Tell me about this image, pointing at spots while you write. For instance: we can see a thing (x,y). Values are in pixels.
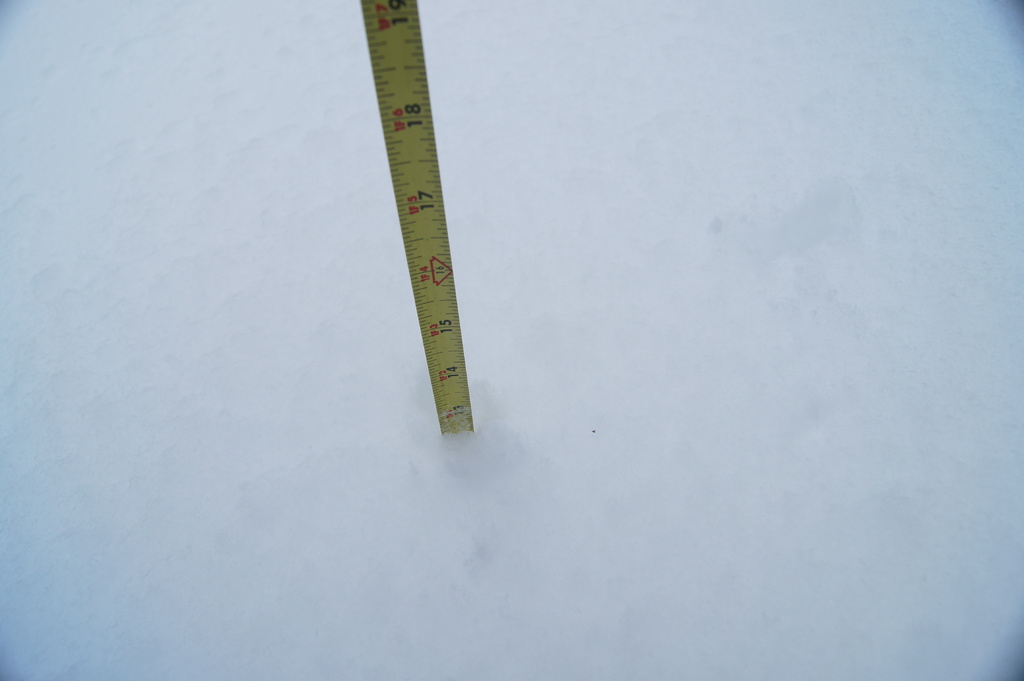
In this image I can see the white colored object (252,321) and a measuring tape (439,291) which is yellow, red and black in color is inserted in the white colored object (478,410).
